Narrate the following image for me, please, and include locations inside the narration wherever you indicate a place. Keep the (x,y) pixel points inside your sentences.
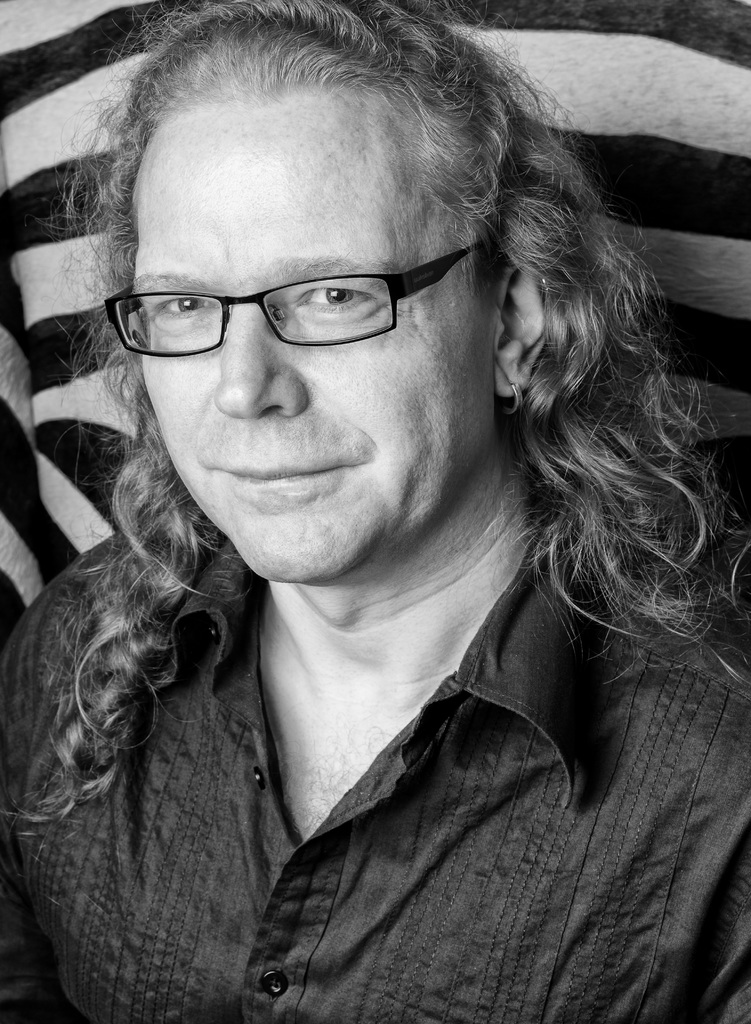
In this picture I can see there is a man (485,750) standing and he is wearing a black shirt (124,855) and in the backdrop (647,60) there is a black and white surface (676,254).
